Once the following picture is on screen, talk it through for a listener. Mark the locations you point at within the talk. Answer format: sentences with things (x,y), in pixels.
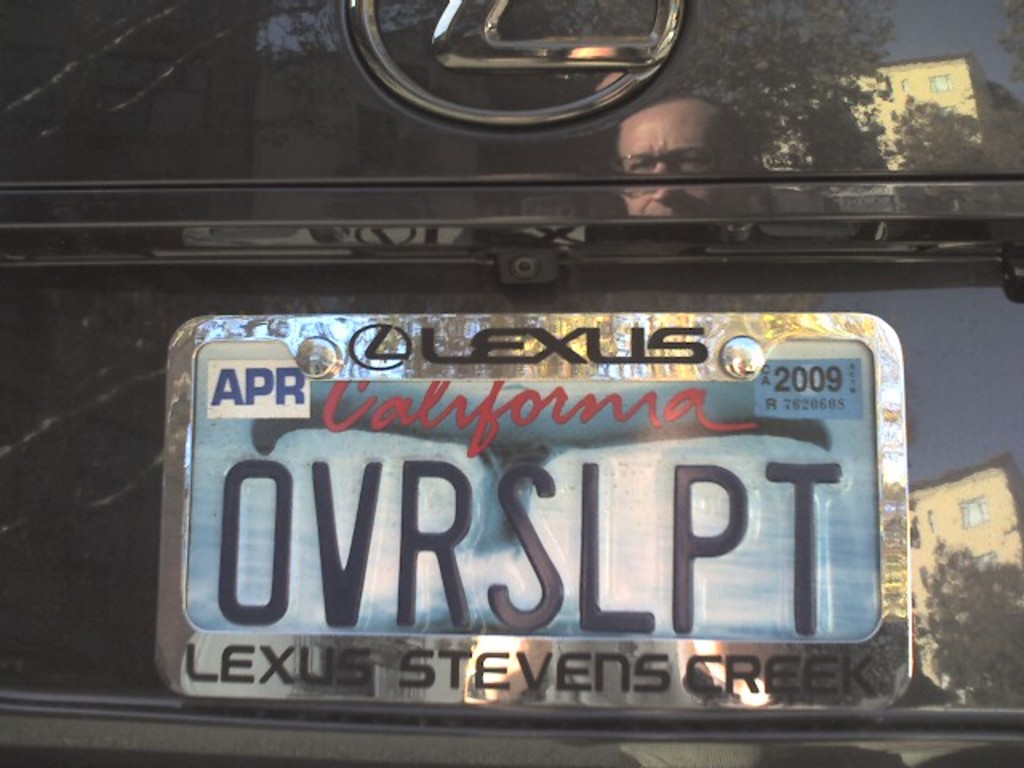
In this image, we can see a silver plate (696,482) with something is written on it. At the top of the image (515,117), there is a logo (518,69). Here we can see few reflections (671,151) on the object (949,175). Here we can see a person (707,180), trees (838,136), building (980,473) and sky (997,365).
